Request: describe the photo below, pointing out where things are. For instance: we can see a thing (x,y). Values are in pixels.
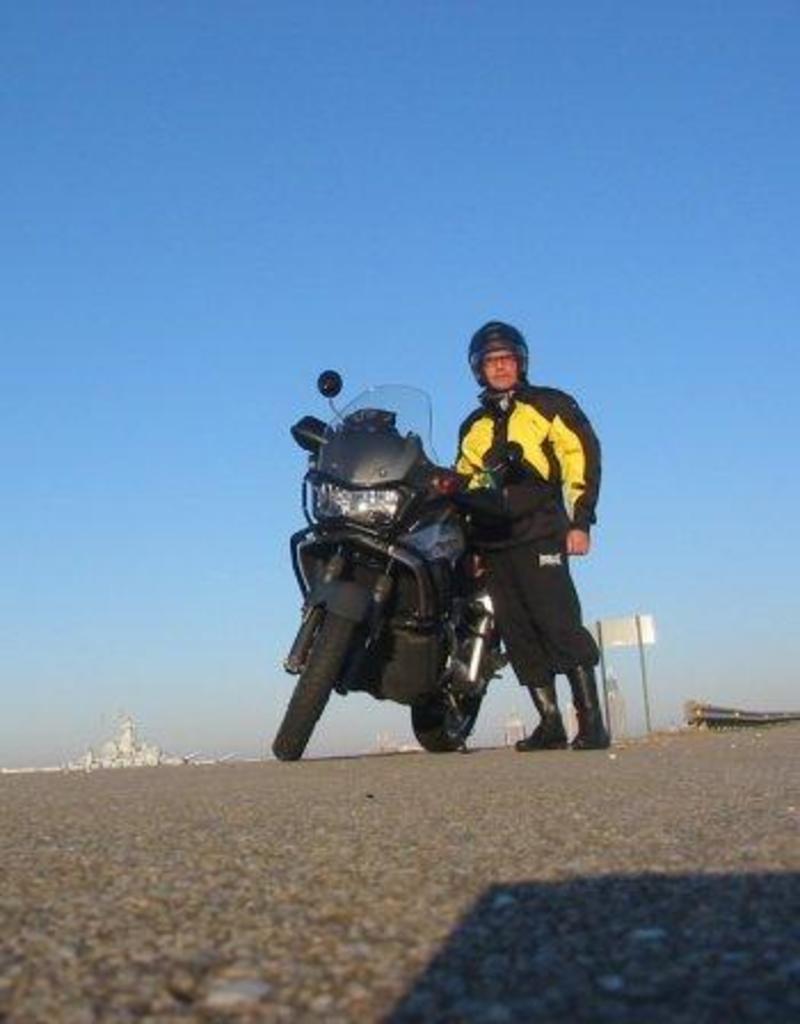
This image consists of a man (494,587) wearing a jacket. Beside him, there is a bike (380,612) in black color. At the bottom (366,863), there is a road (285,818). At the top (553,129), there is sky (621,108). In the background (646,641), we can see a board (647,702).
